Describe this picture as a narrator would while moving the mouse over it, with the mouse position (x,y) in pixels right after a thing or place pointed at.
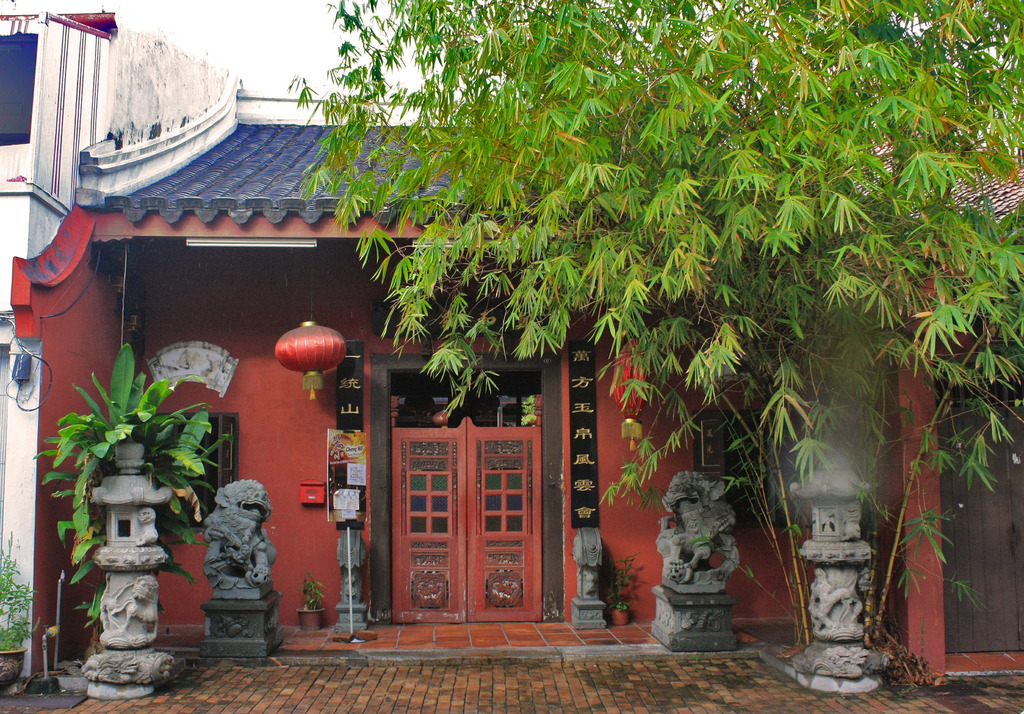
In the image we can see the tree (475,262) and the plants (94,531). Here we can see the house (462,493), sculptures (699,535), floor (708,713) and the sky (282,38).
